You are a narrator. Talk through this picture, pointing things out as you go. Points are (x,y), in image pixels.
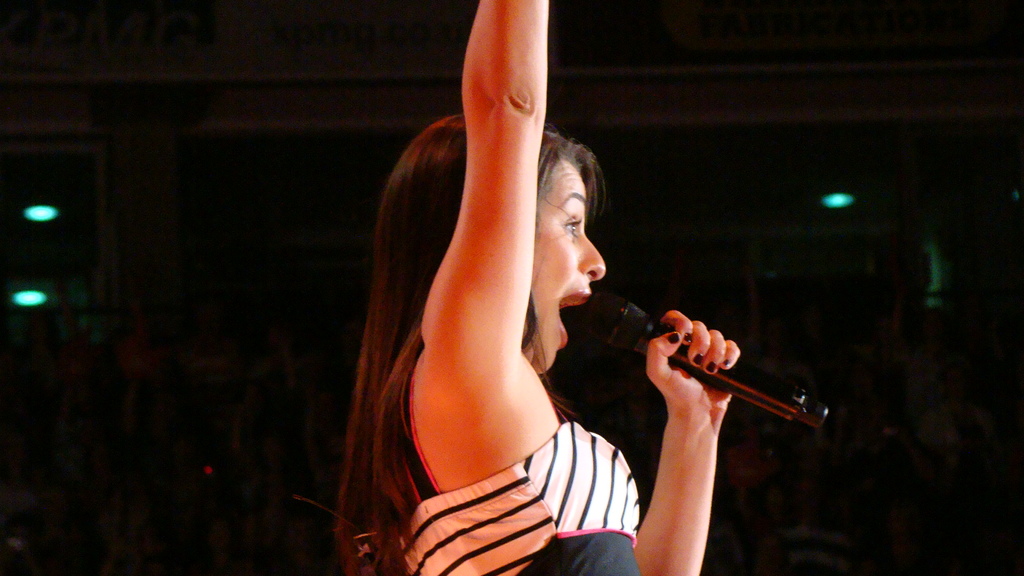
In the picture there is a woman (474,493) catching a microphone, there may be lights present on the roof (860,155).
